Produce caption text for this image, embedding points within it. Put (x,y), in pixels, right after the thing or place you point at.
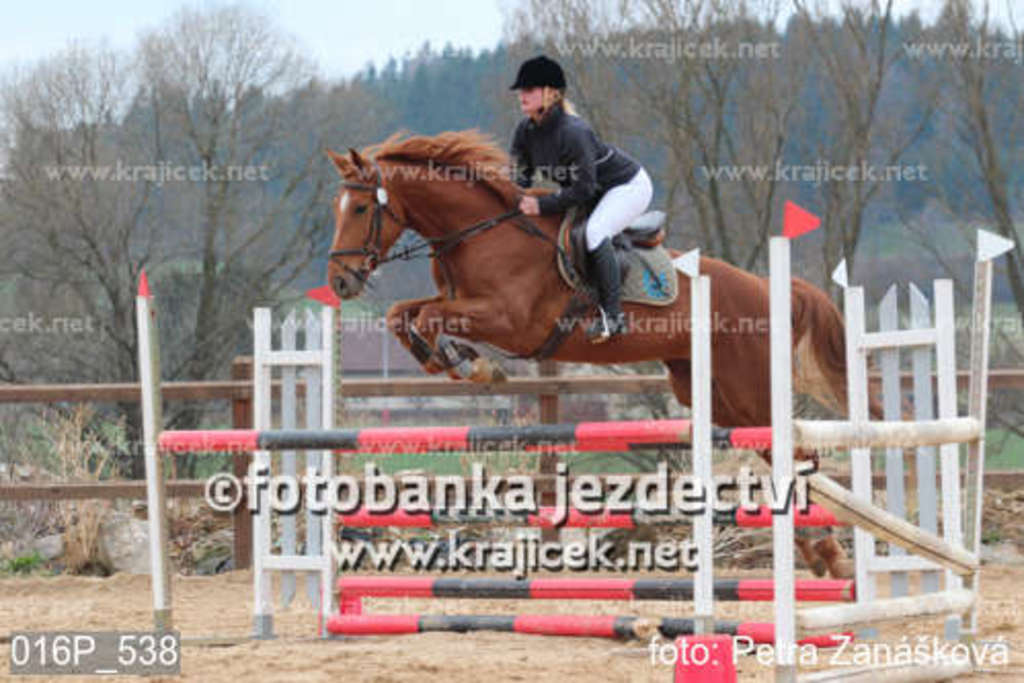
Here we see a woman (604,261) riding a horse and we see few trees (862,68).
